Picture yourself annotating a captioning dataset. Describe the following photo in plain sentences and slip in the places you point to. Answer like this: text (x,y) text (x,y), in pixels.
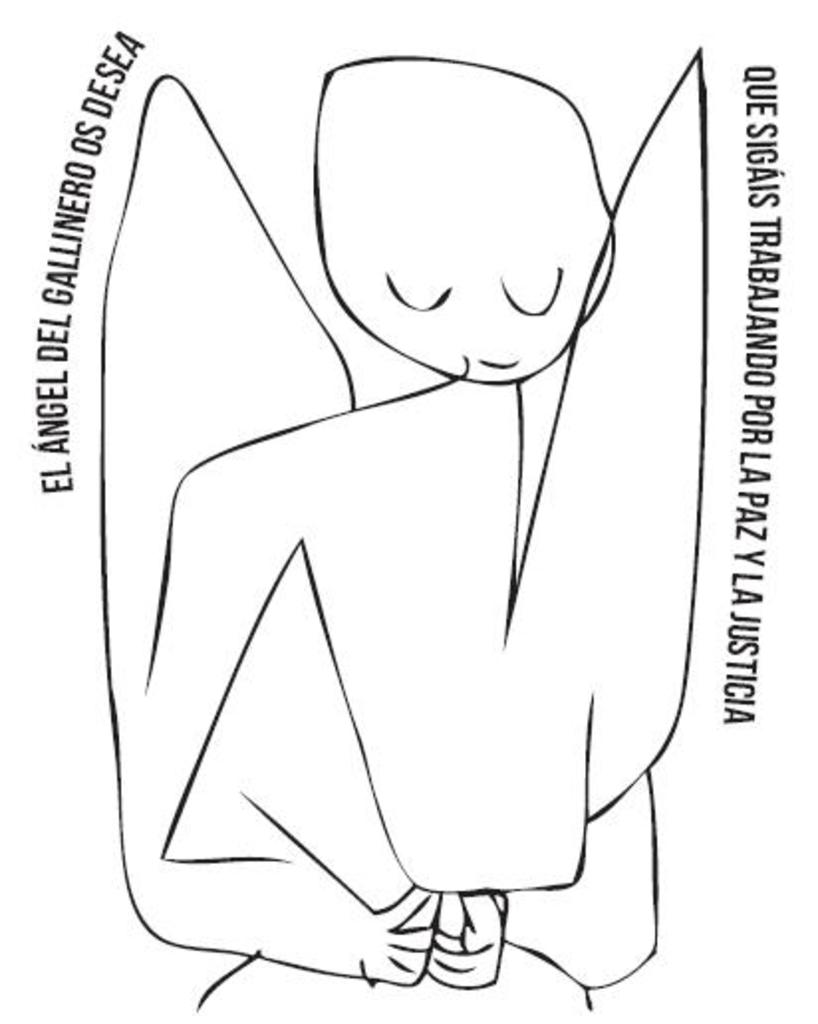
In this image we can see a sketch (309,730) and text (760,632).
